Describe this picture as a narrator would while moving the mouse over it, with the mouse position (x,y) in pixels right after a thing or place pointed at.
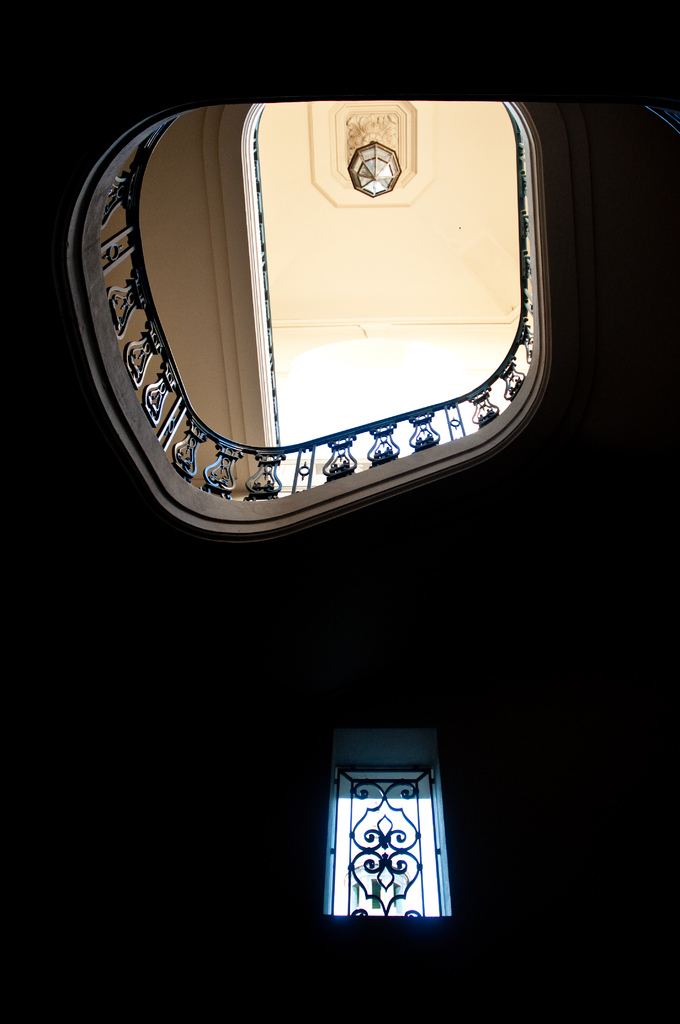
In this image we can see window (380,855), railing (228,458) and roof (393,247). One chandelier (366,167) is attached to the roof (322,237).
